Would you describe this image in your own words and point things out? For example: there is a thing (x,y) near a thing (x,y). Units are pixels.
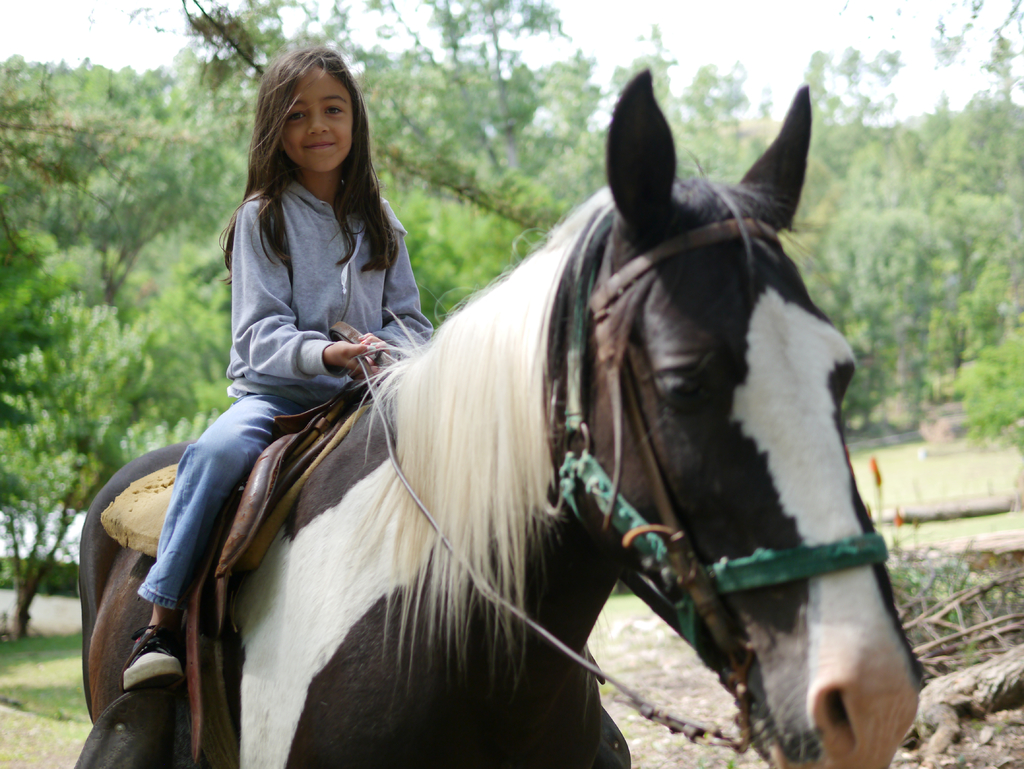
In this picture a girl (371,349) is seated on the horse (321,517), in the background (187,425) we can find couple of trees (214,302).
